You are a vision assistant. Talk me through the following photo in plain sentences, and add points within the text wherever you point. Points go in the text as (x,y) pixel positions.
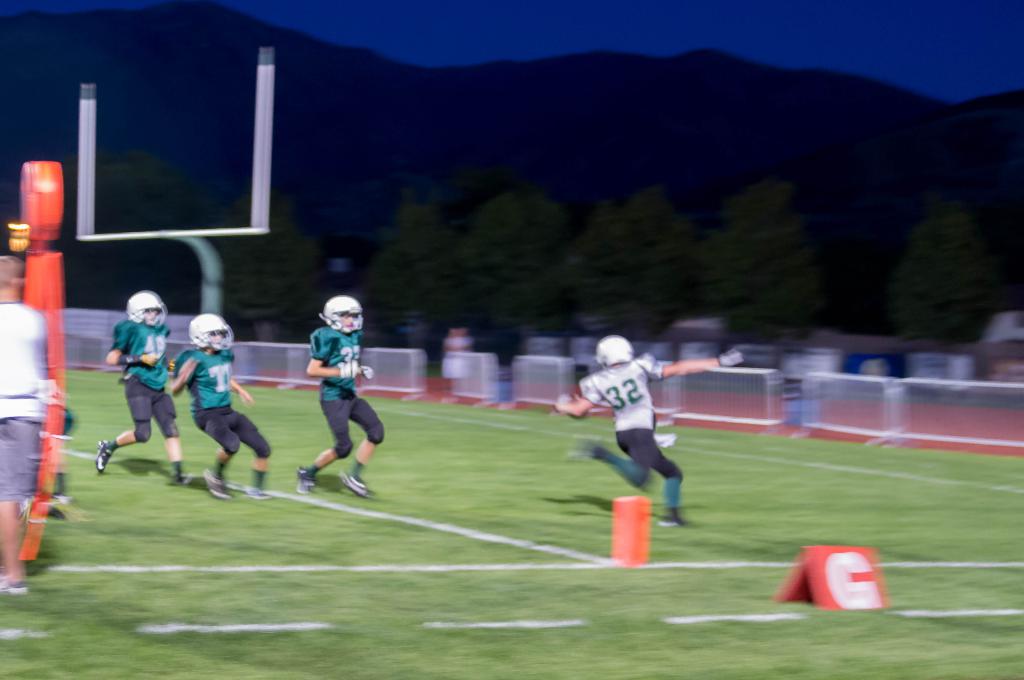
In this image there are some players (641,461) playing football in the ground (461,596), and there are some white color border lines (425,568) in the ground (955,589) and there is a fencing gate (826,406) in middle of this image (479,381) and there are some trees (696,302) in the background (753,266), and there are some hills (298,129) as we can see at top of this image (798,145) and there is a sky (556,47) at top of this image (735,27). There is one person (40,418) wearing white color t shirt (36,416) at left side of this image (22,445), and these four players (161,387) in middle of this image (343,449) is wearing white color helmet (607,357) and the person (625,360) at right side (704,370) is wearing white color t shirt (628,415).
